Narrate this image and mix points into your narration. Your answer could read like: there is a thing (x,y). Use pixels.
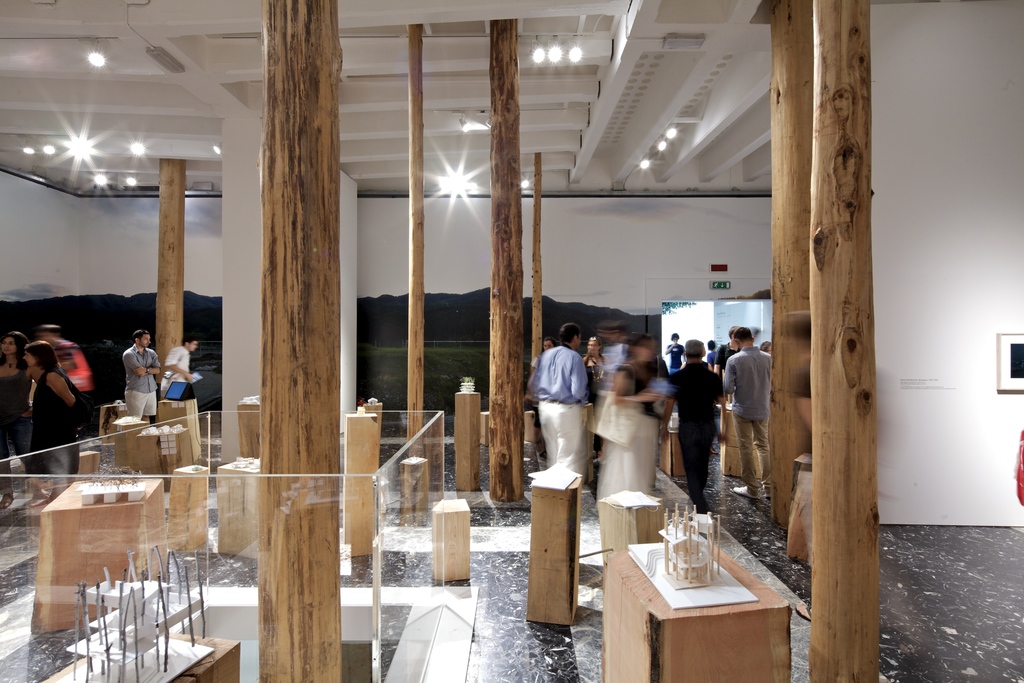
In this picture there are people (40,415) on the right (727,392) and left side of the image (67,394), it seems to be an exhibition gallery (995,236) in the image.
